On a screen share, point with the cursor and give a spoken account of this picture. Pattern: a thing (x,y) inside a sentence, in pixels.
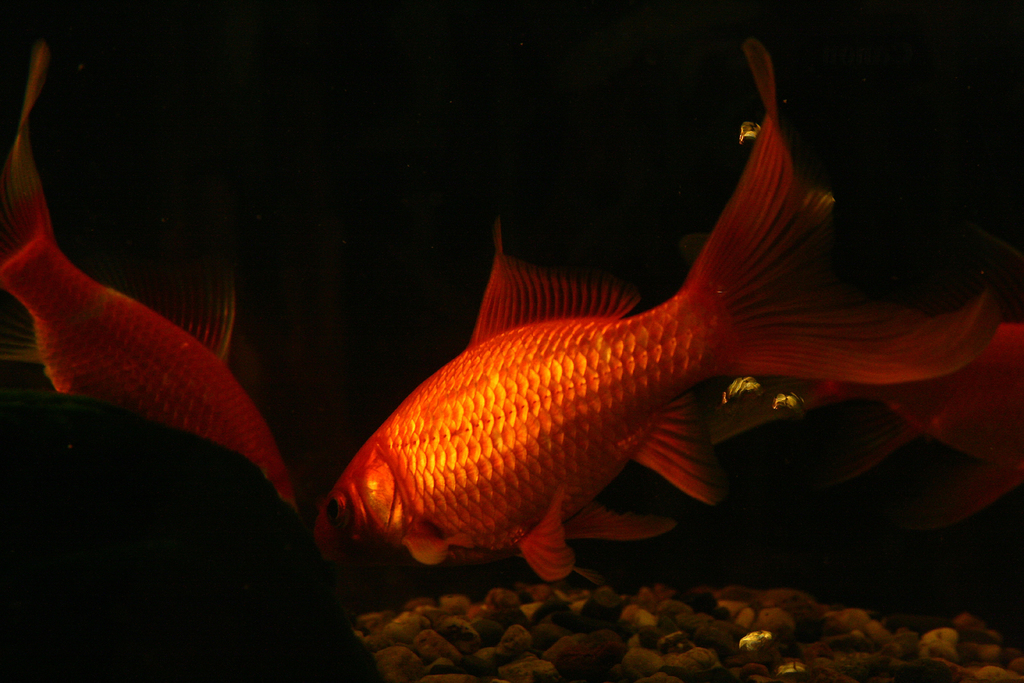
In the front of the image (248,451) I can see fishes (628,442) and rocks (685,644). In the background of the image (925,460) it is dark.
